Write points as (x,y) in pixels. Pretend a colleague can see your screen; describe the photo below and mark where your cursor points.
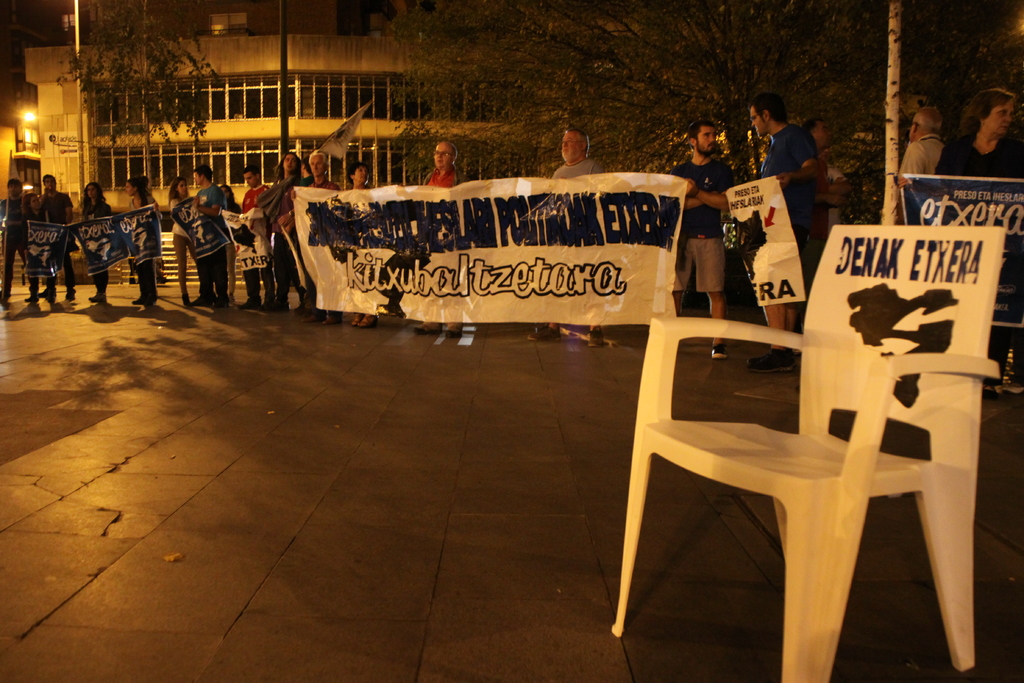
This picture is of outside. On the right (955,308) there is a chair (809,425) placed on the ground (851,422), behind that there is a woman (992,129) holding a banner (983,198) and seems to be standing. There is a pole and some trees (716,49). In the center (679,285) we can see group of people (717,241) standing and holding banners (583,260). In the background (220,23) we can see the building (370,58) and a light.
